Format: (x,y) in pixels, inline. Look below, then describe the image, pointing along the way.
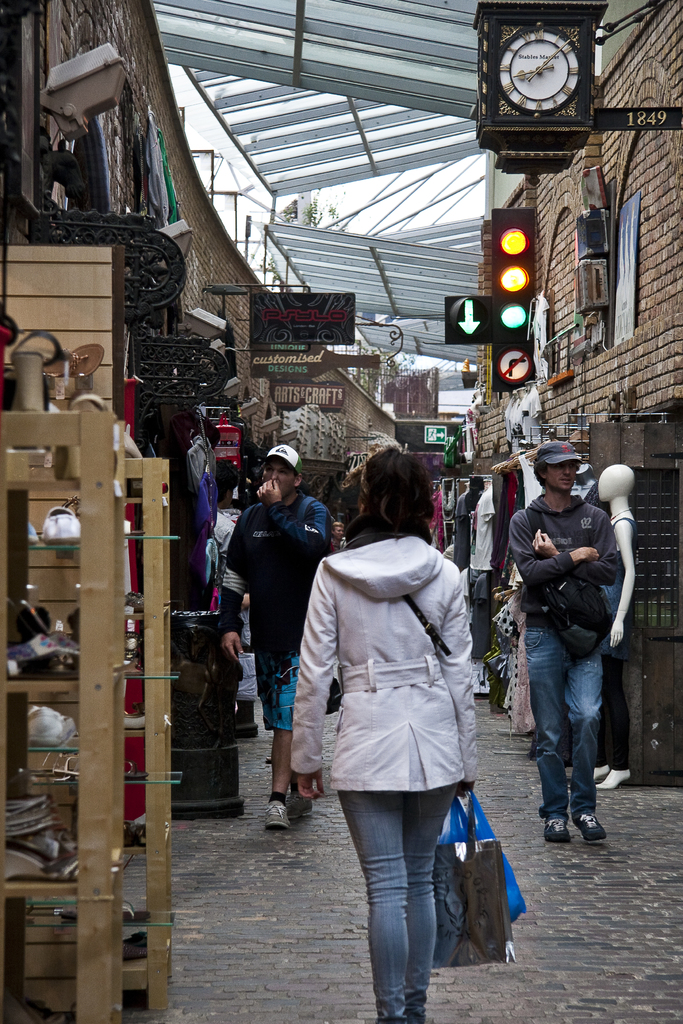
In this picture we can see some people (357,539) walking on the road (565,840) and carrying bags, traffic signal light (496,378), sign boards (509,390), mannequin (620,489), foot wears (35,358), clock (505,119), name boards (296,344) and in the background (191,129) we can see the sky (367,188).
